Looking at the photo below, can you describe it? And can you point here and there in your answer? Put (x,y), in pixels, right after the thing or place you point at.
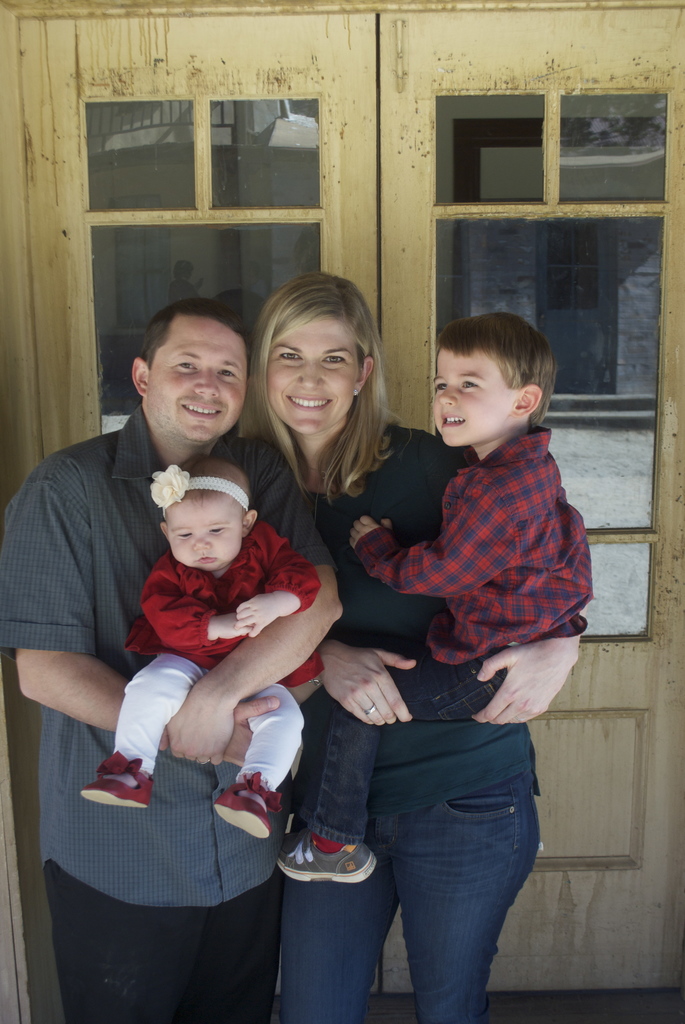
In this image I can see 2 people (188,710) standing and they are carrying 2 children (515,570). There is a door (522,222) at the back (490,161).
